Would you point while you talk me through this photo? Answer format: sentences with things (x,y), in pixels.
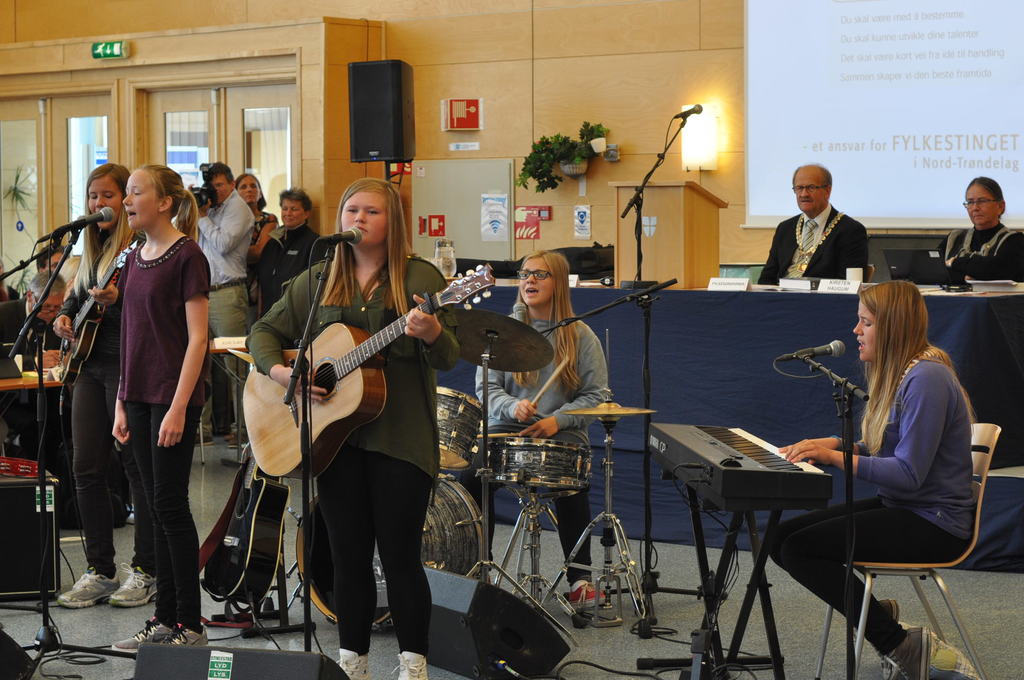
A screen (838,108), light (707,126) and plant (597,128) is on wall (582,75). Far there is a speaker (399,97) with stand (394,176). These persons (1009,243) are sitting on a chair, in-front of this person (946,258) there is a table (796,303), on this table (757,315) there is a laptop (926,282). Front this group of people (908,367) are playing this musical instruments (671,428) and singing in-front of mic (62,228).
